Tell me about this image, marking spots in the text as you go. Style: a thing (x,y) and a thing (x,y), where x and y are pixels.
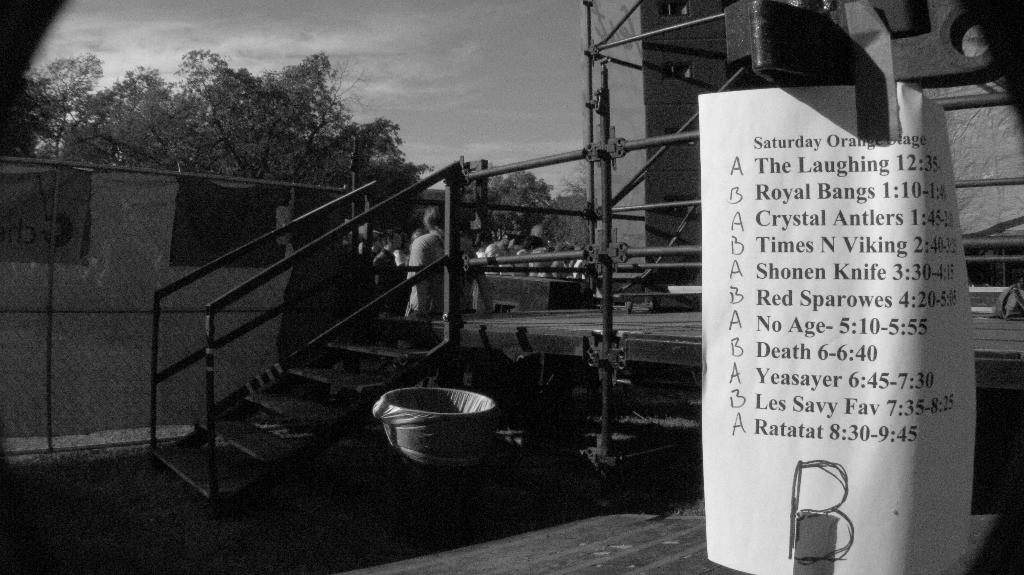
This image is clicked outside. On the right (829,402), there is a paper (844,374) fixed to the pole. In the middle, there is a tub (453,440). Beside that there are stairs (308,402). On the left (65,317), there is a tent (81,350). In the background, there are trees (389,139).
